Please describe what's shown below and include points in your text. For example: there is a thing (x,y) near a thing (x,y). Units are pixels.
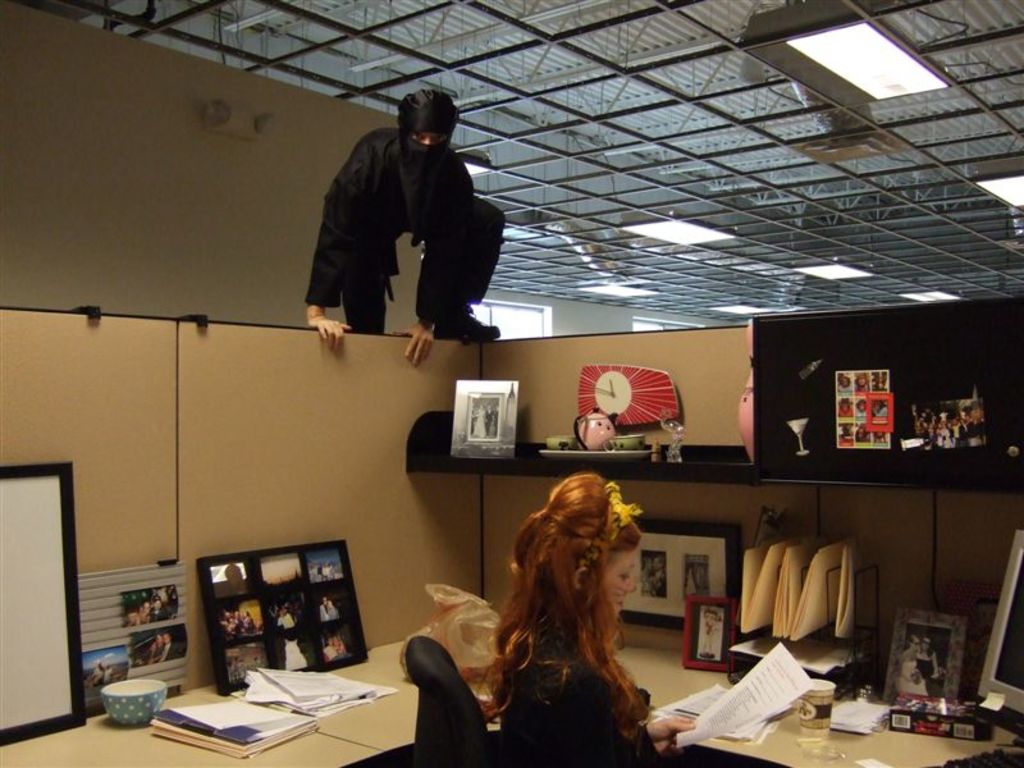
In this image I can see two people (635,522) where one is sitting on a chair (427,764) and here I can see a person (423,260) is climbing. On these tables (410,719) I can see few papers (288,668), frames (12,538), a clock (606,374), monitor (1004,678) and few more stuffs (939,699).
